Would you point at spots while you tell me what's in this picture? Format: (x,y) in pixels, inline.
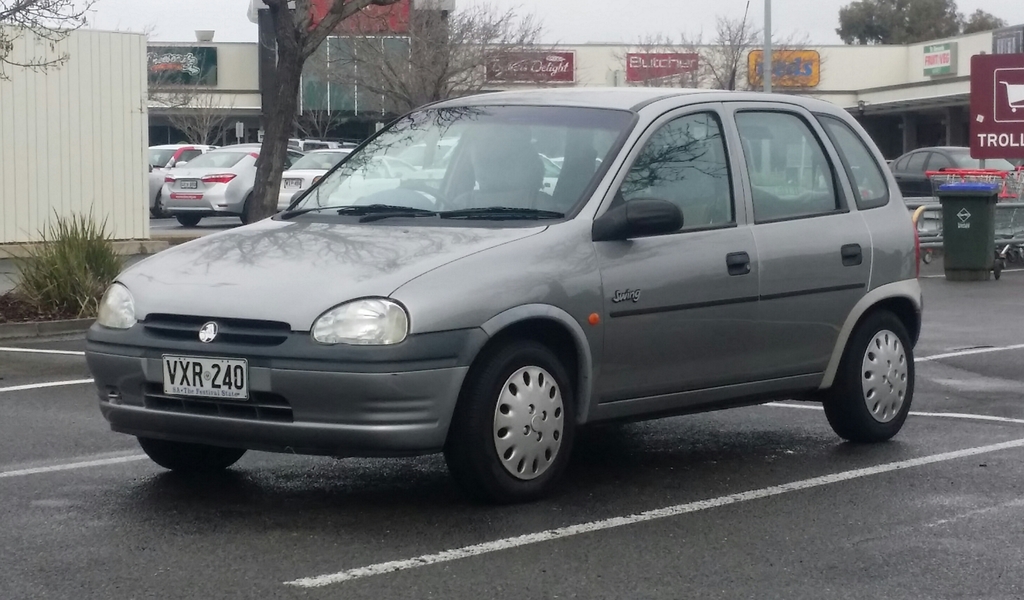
There are vehicles (761,102) on the road (946,334) and there is a bin (973,184). Here we can see trees (338,22), plants (99,245), boards (542,79), poles (769,63), building (960,74), and sky (661,19).
